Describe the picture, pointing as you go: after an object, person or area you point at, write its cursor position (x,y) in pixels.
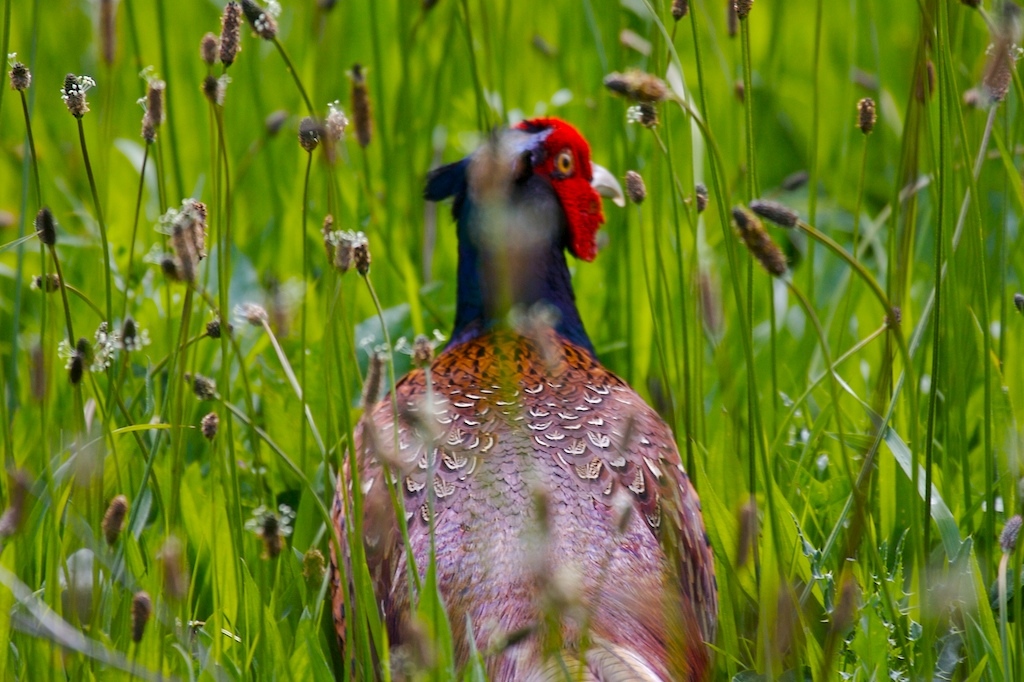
In this picture I can see a pheasant (572,193) and there are plants (54,242).
